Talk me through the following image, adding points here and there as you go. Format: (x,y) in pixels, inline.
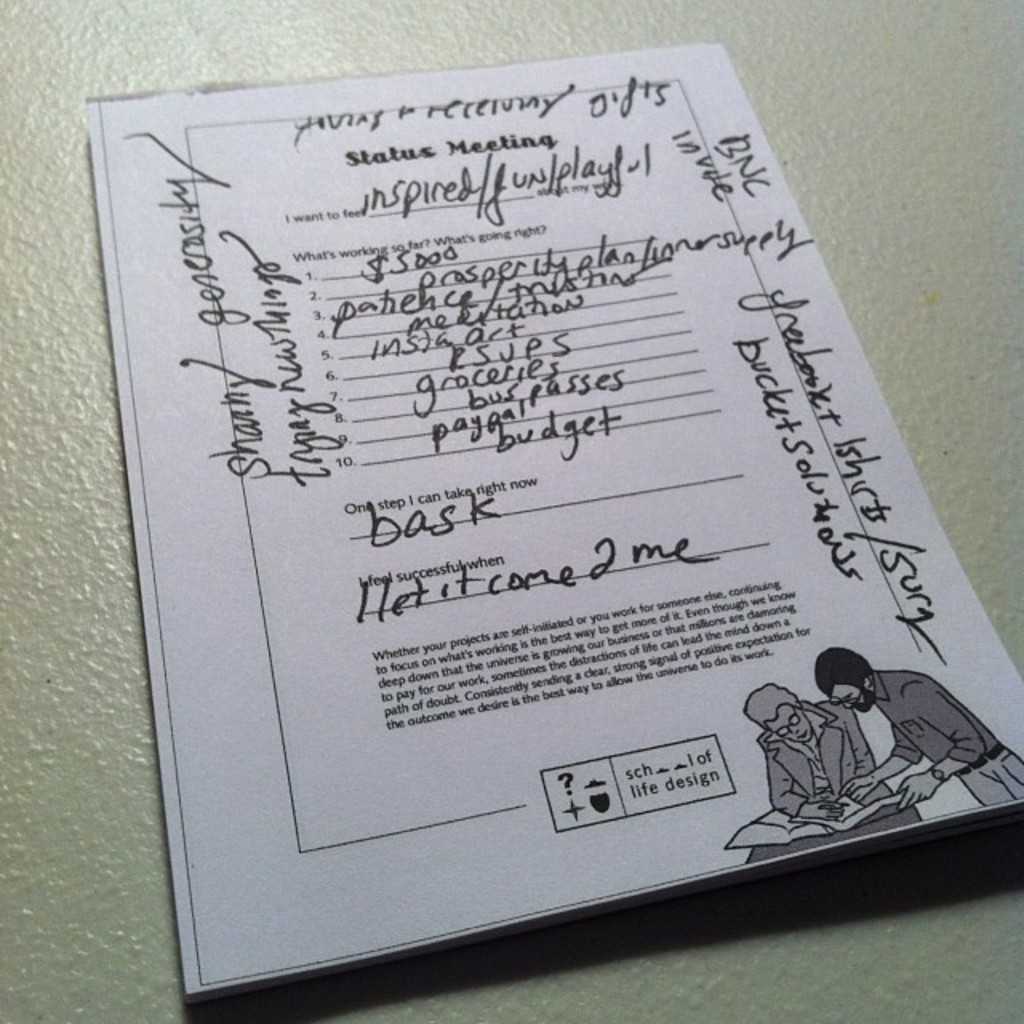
In this image we can see a book (648,695) placed on the surface (939,928).
